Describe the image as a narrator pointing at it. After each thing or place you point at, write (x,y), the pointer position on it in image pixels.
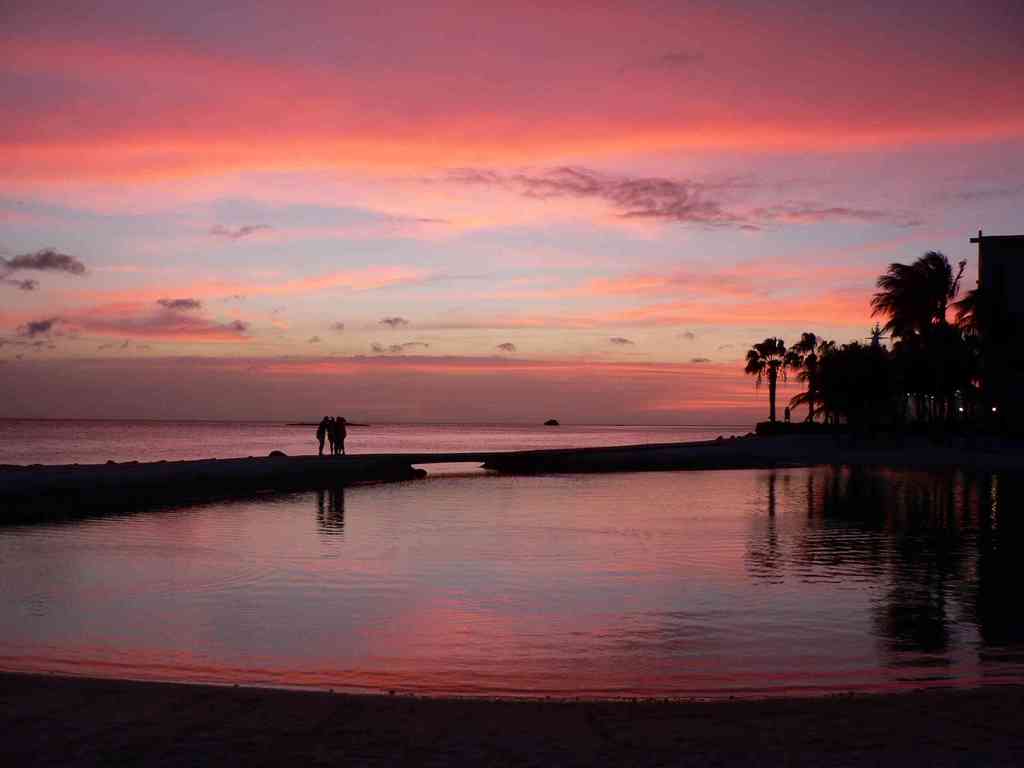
In this image I can see the water surface (415,492). I can see few persons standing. On the right side (855,364) there are few trees (857,382). At the top (958,252) I can see some clouds (654,282) in the sky (588,165).
